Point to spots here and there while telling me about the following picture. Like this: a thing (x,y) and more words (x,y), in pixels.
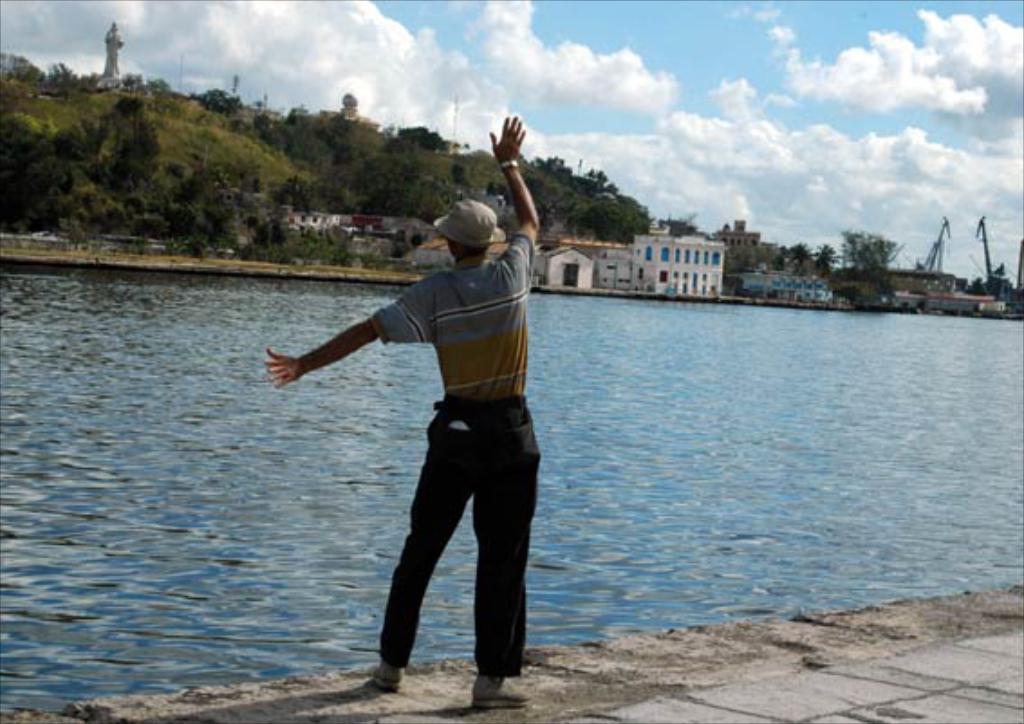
In this picture I can see a person (487,403) standing in front of the water lake (564,583), other side of the water (602,494) there are some buildings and trees (84,187).
